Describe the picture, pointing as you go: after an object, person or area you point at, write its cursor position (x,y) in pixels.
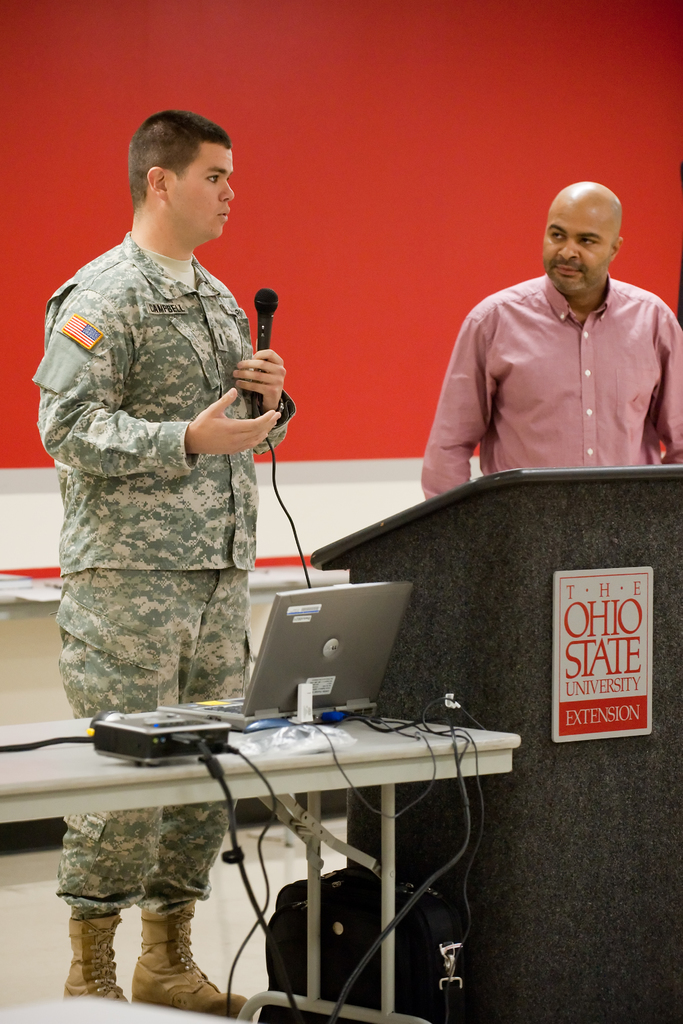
As we can see in the image there is a wall (408,226) and two people (606,333) standing over here and a table (113,783). On table (173,769) there is a projector (139,730) and laptop (303,632).
